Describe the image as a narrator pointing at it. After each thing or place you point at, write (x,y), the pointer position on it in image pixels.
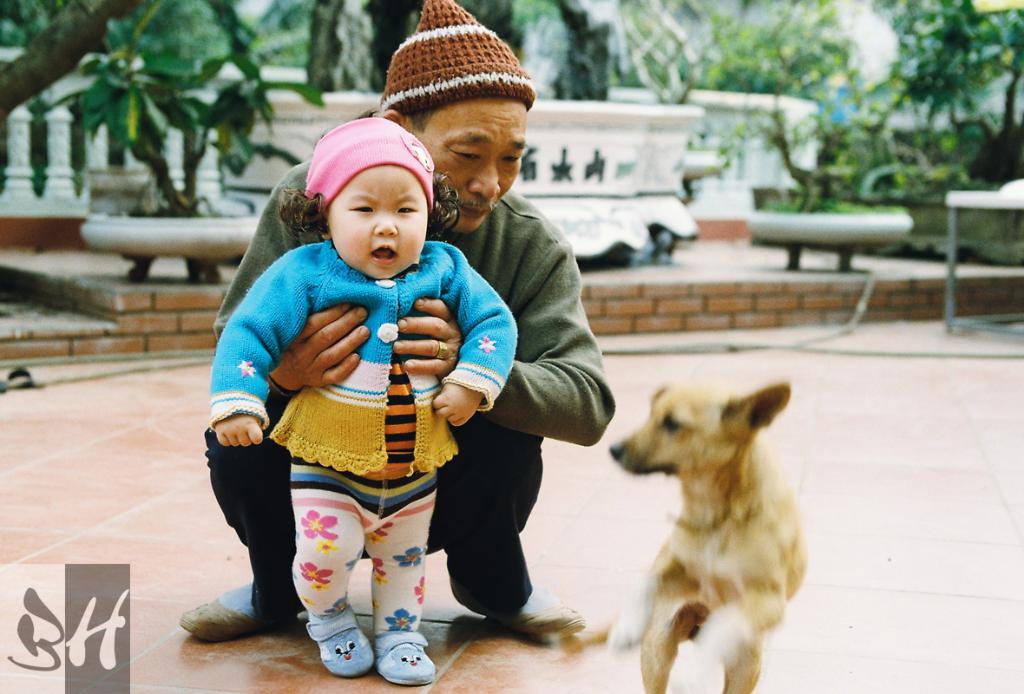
In the picture there is a dog (674,449), a old man (580,417) who is holding a baby (371,445) with his both hands (320,324) he is wearing a monkey cap (427,72), in the background (197,31) there are few trees (586,52) and a balcony (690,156) and sky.
